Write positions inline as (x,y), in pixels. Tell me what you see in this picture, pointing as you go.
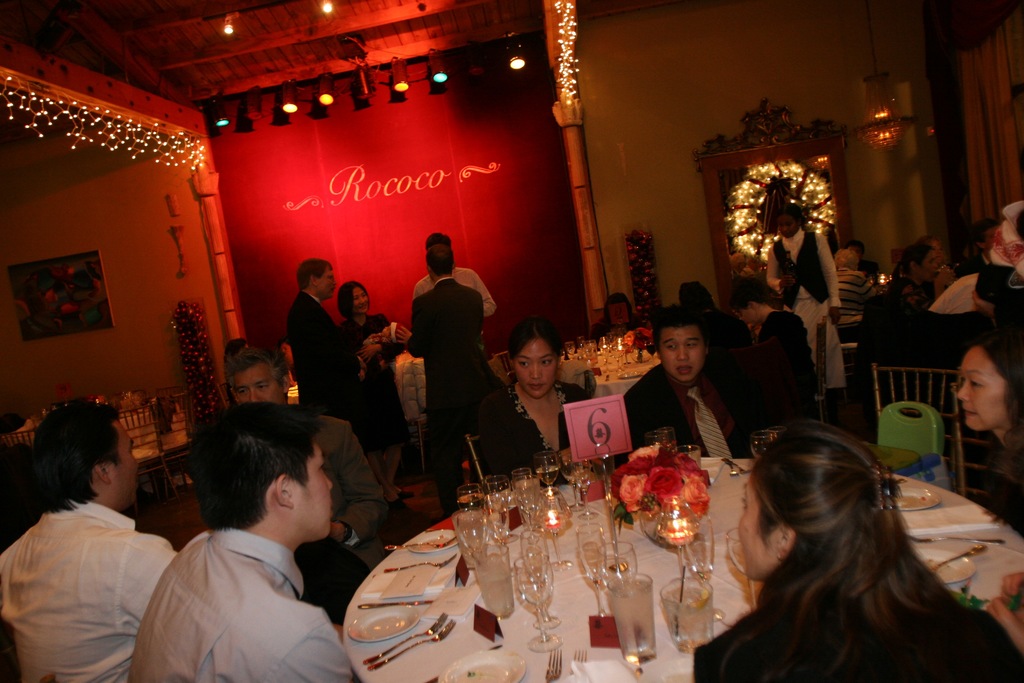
In this picture I can see a few people (697,392) sitting on the chairs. I can see wine glasses (704,526), plates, spoons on the table (576,558). I can see a few people (308,268) standing. I can see decorative lights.
